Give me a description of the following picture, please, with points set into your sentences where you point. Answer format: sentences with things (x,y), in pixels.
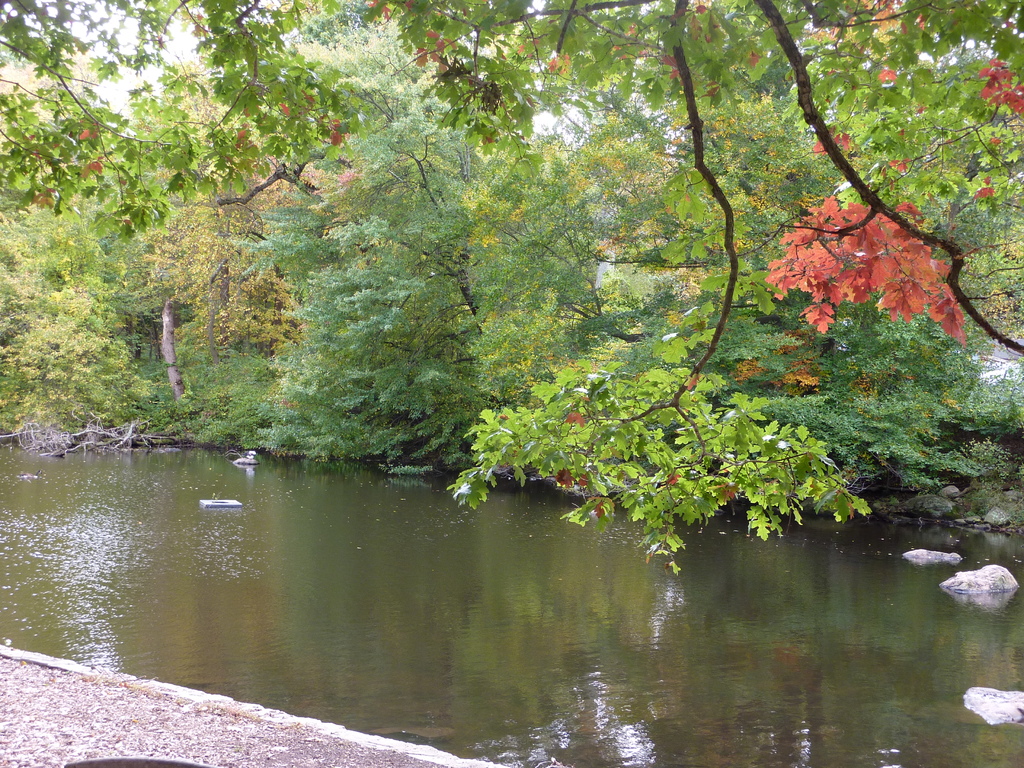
In the center of the image (499,329) we can see trees (515,393), water (645,606) and some rocks (931,513). At the bottom of the image (222,713) we can see the ground (248,738). At the top of the image (116,57) we can see the sky (108,36).
